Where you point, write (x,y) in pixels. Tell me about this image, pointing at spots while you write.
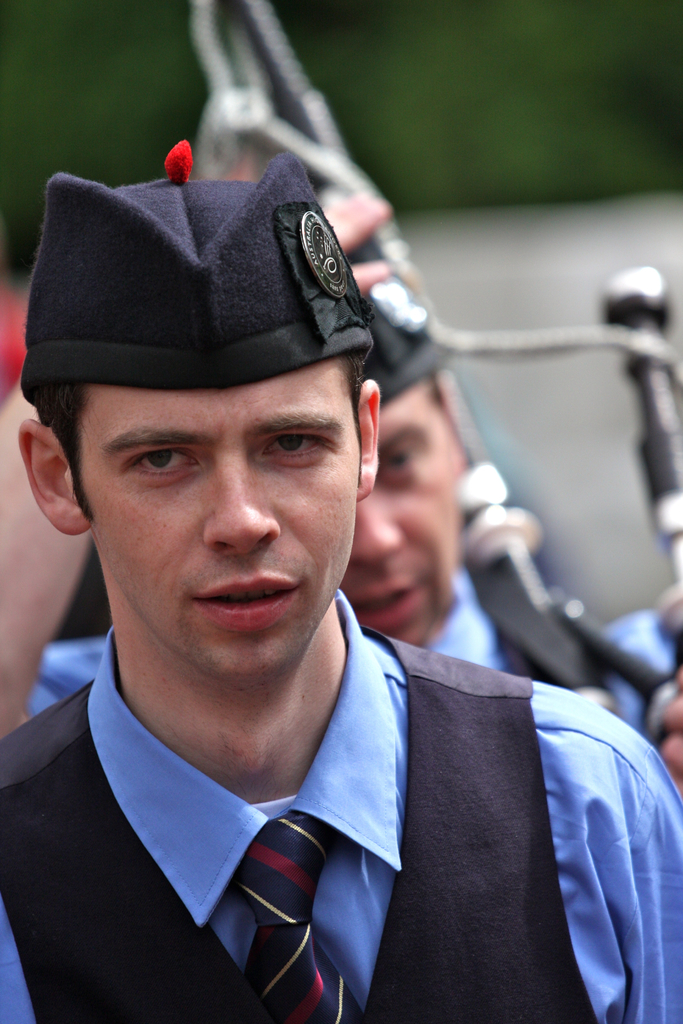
In this image we can see a person (184,799) wearing blue color dress (610,1023), black color suit (468,816) and in the background of the image (388,454) there is a person (391,367) wearing similar dress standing and holding some object (519,632) in his hands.
